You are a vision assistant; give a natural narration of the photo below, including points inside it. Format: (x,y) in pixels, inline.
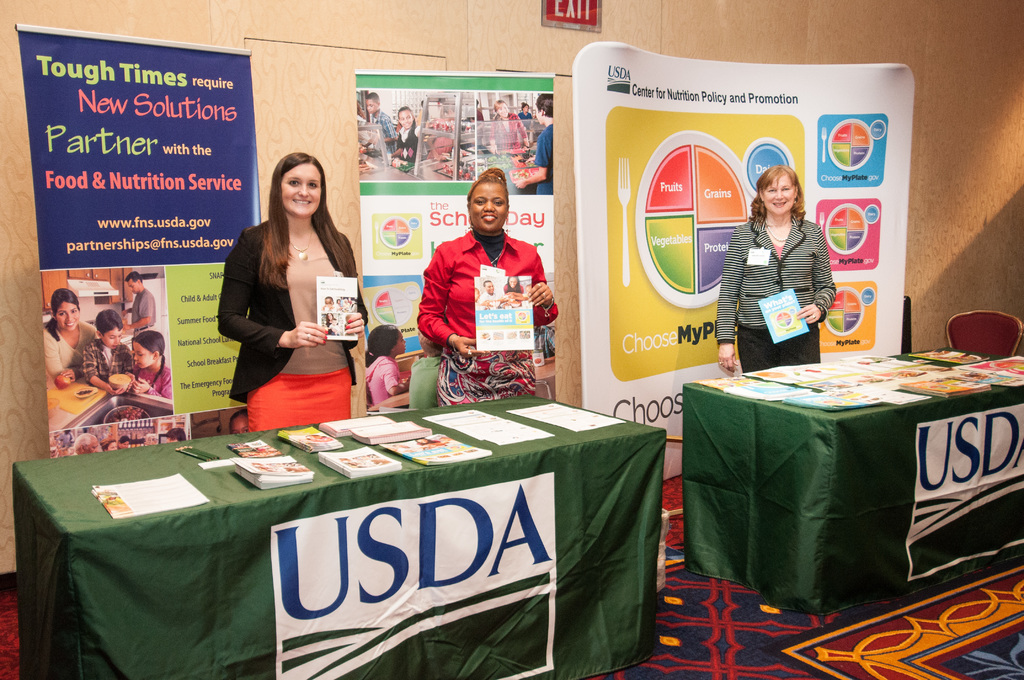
In this picture we can see three woman (730,274) standing holding books (779,301) in their hands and smiling and in front of them on table (110,532) we have books (933,354), papers (948,361) and in background (620,173) we can see banners (390,136), wall (618,17), chair (961,319).
